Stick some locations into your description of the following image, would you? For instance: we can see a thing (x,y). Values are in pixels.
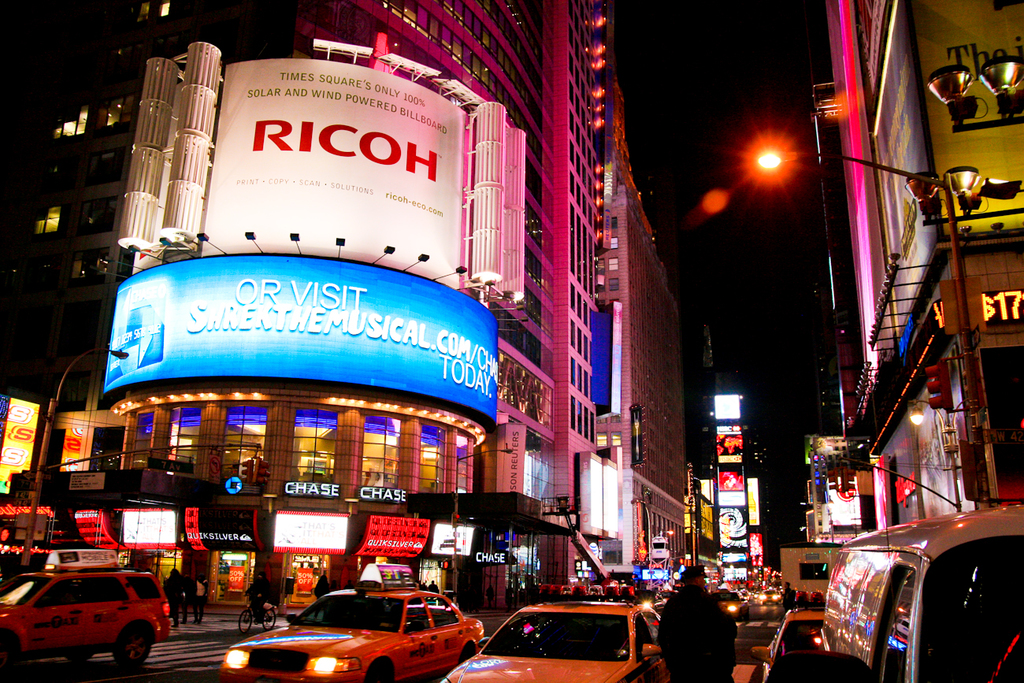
The image is clicked outside a city (754,476). In the foreground of the picture (902,617) there are vehicles (507,660) and road (223,650). Towards left (98,227) there are boards (290,243), buildings (87,100). In the center of the picture (642,425) there are vehicles (830,619), people (682,589), boards (728,521) and sky (755,306). On the right (857,429) we can see buildings (958,388), street light (972,386), signal boards (944,387) and other objects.
